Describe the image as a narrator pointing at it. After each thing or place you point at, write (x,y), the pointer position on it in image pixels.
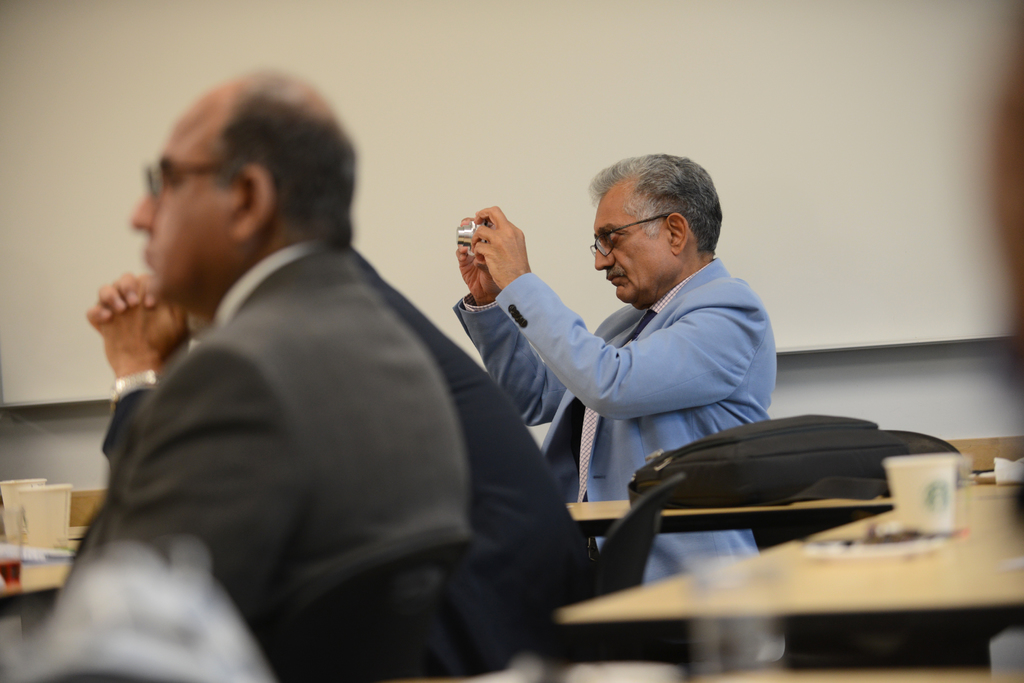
In this image in the centre (659,378) there are two persons (534,410) who are sitting and one person (538,311) is holding a camera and also there are some tables (957,538). On the tables (958,499) there are some cups (935,502), bag (849,494), papers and in the background (395,189) there is a wall (790,146).
